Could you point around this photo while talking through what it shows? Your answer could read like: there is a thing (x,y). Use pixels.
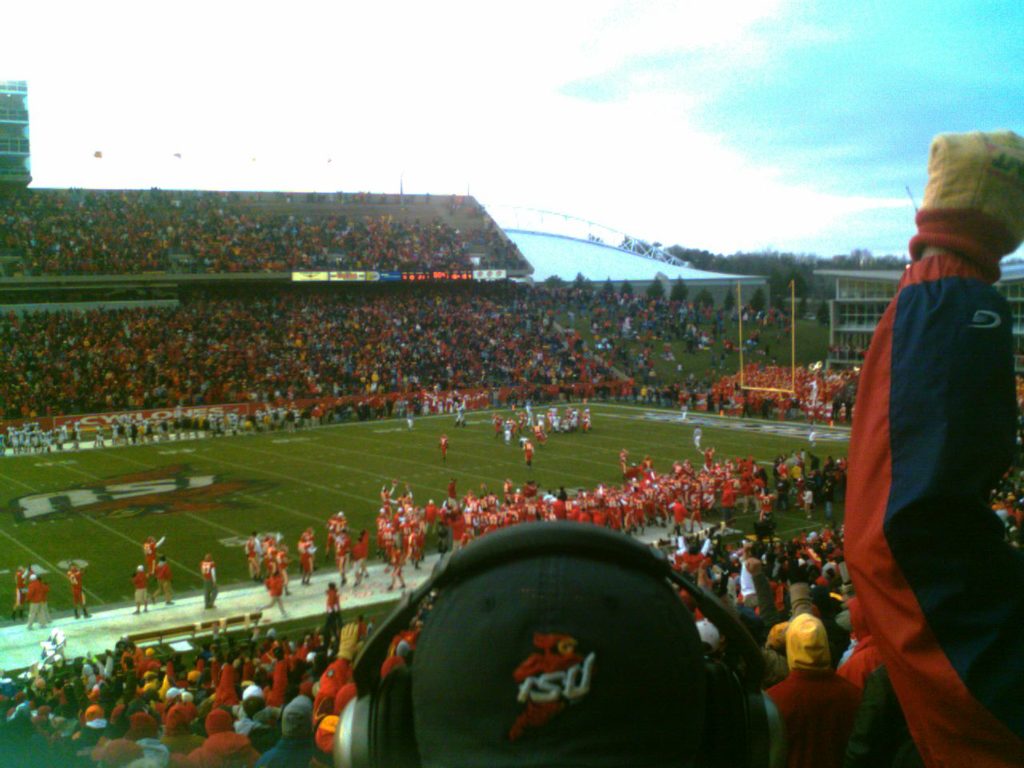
In this picture I can see a stadium (384,261), there are group of people (502,371), there are boards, trees (813,271), and in the background (831,190) there is sky (493,111).
